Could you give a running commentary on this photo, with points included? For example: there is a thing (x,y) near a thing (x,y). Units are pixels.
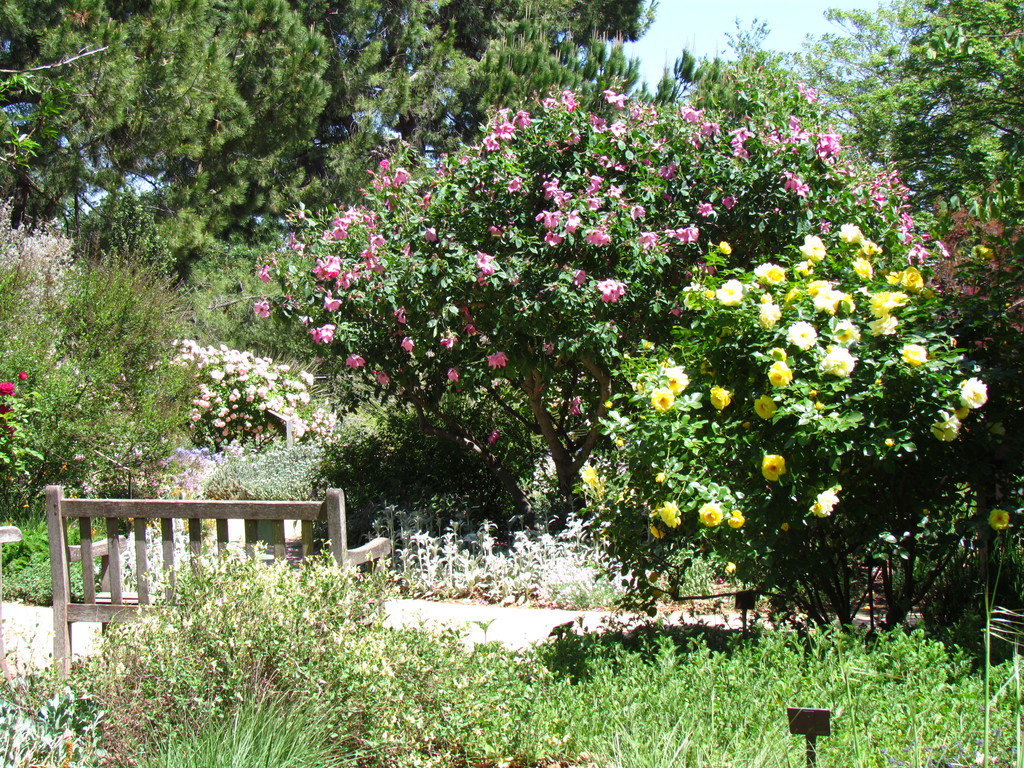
In this image we can see few plants (220,317), trees (219,171), a bench (339,549), few trees (548,392) with flowers (490,258), and the sky (702,39) in the background (733,42).
